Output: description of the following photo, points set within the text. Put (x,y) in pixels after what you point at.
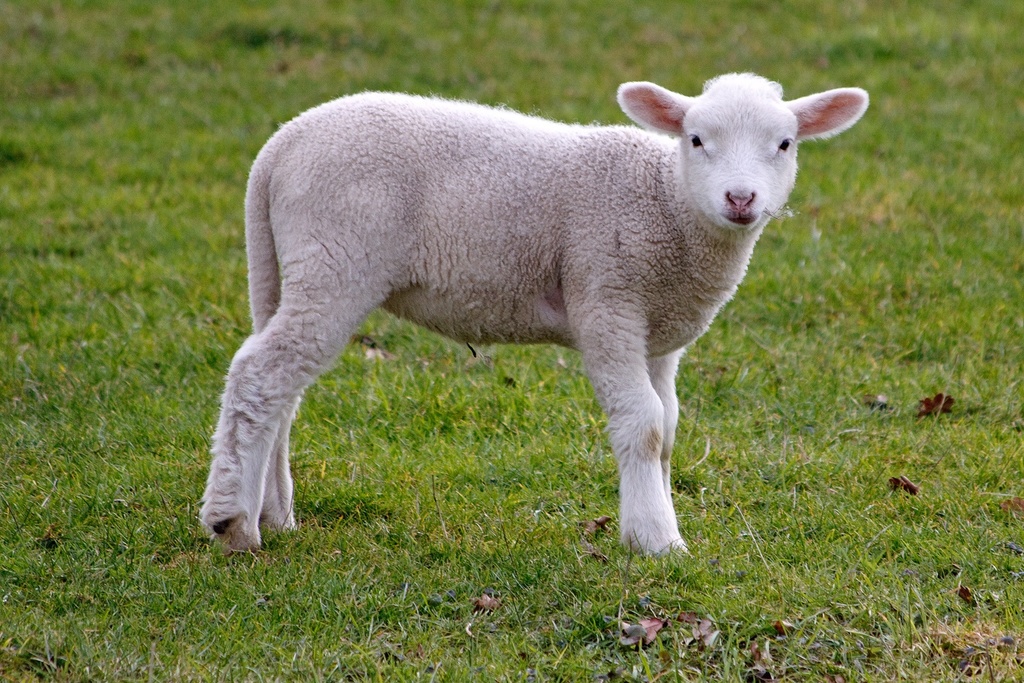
In this image there is a sheep (622,432) standing on the grass (516,430).
